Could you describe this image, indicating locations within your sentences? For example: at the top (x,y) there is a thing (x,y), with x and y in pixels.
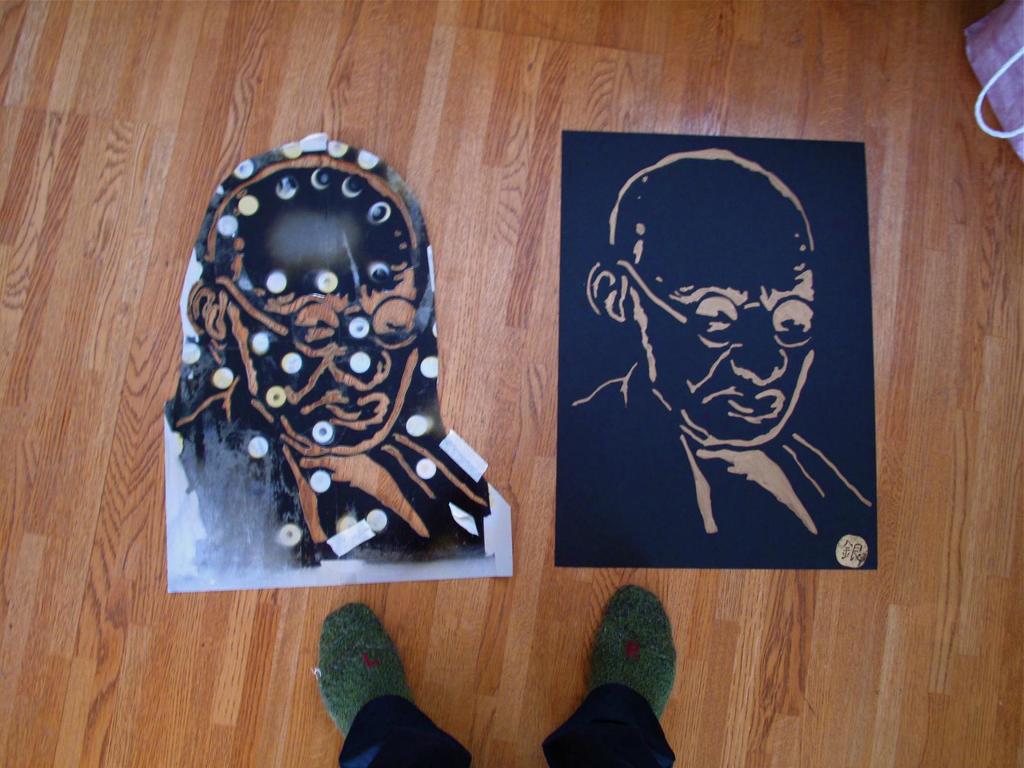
In this picture we can see two paintings (579,383), at the bottom (908,682) there is a wooden floor (870,668), we can see a person's legs (385,718) at the bottom (637,724), at the right top of the picture (1005,101) there is a bag (1012,85).
